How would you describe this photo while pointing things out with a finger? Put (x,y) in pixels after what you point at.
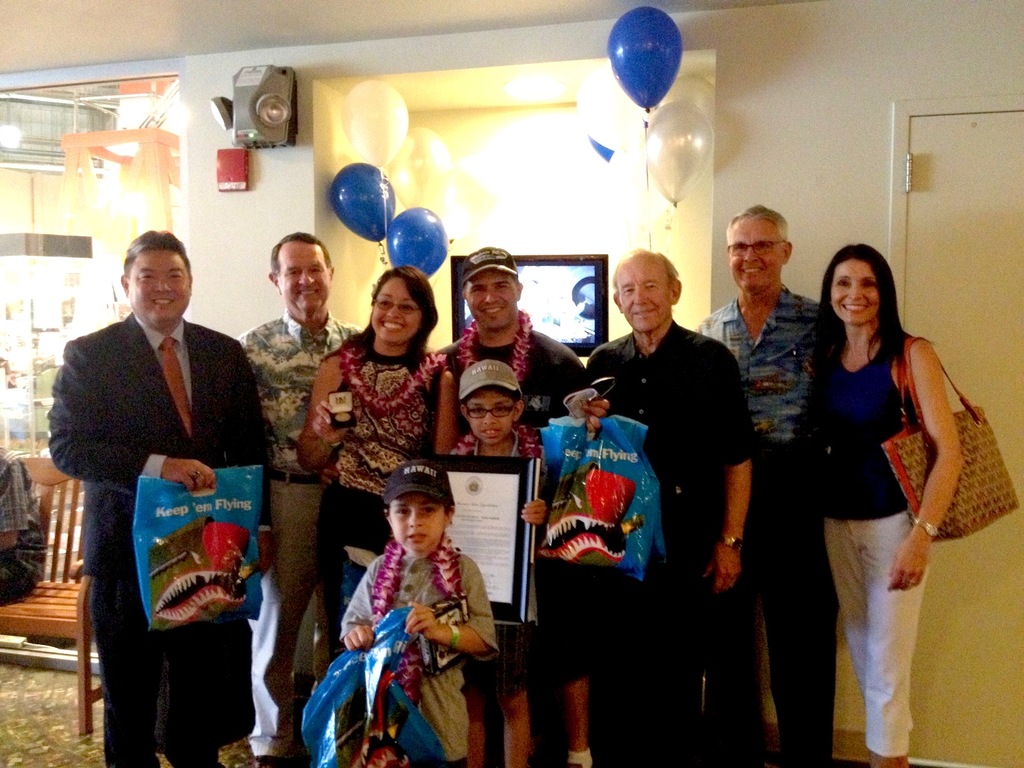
In this image a group of people (739,226) are standing and carrying some object (592,500). A person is sitting on an object (25,598) at the left side of the image (63,586).
